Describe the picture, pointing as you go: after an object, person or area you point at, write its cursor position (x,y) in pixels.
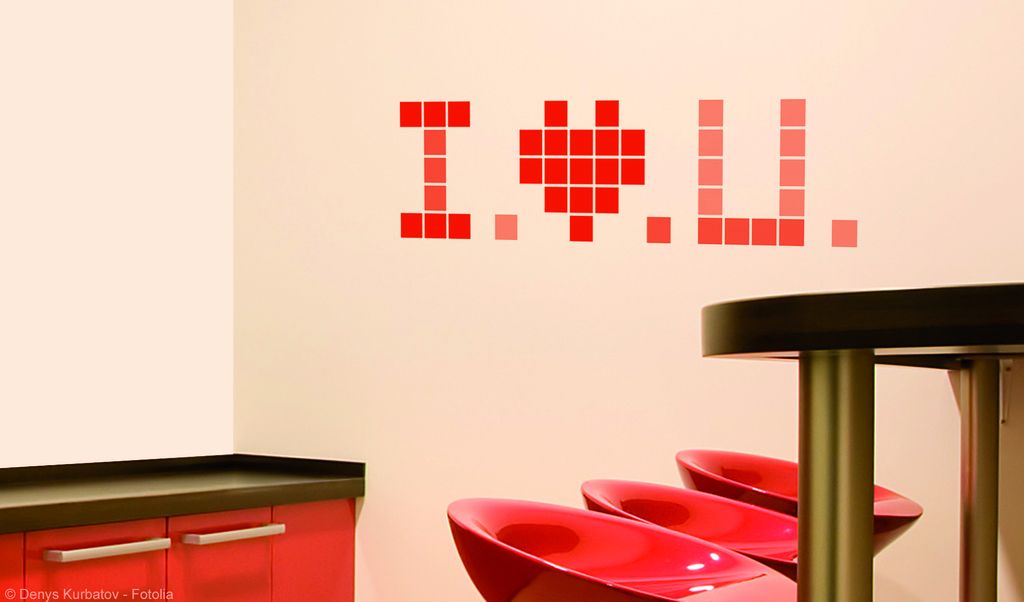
This pictures show few chairs (895,508) and a table (897,310) and we see a cupboard (206,465) on the back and we see a white wall (751,275) with red color text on it.
